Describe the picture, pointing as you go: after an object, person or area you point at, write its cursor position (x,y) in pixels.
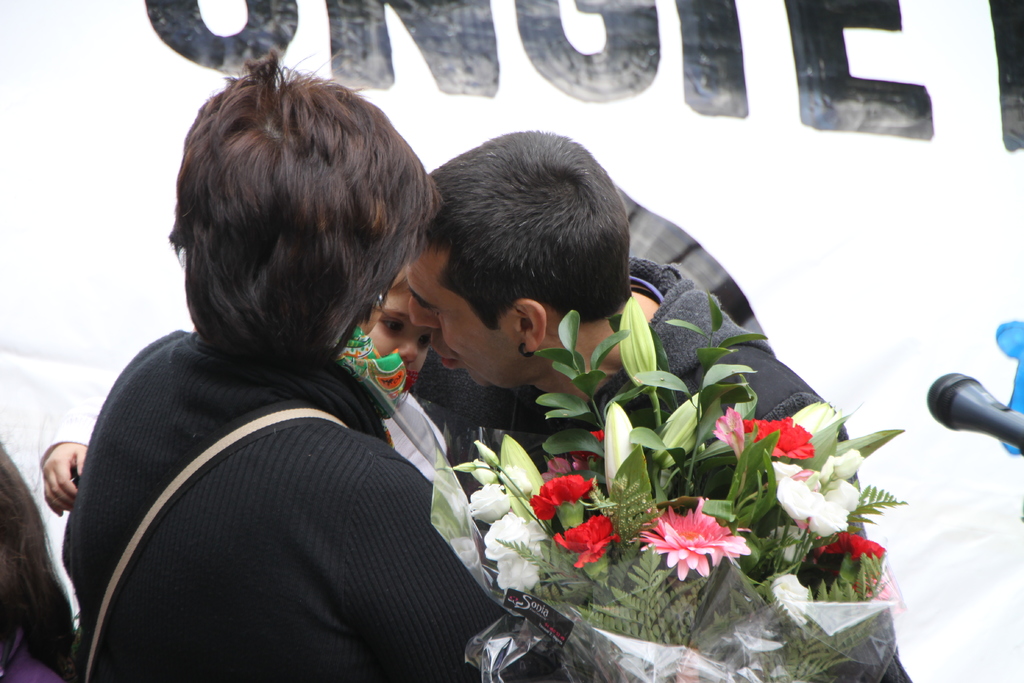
In the foreground of the picture (426,357) there are group of people (241,499), bouquet (596,512), flower (786,598) and mic (953,414). In the background (472,87) there is a banner (94,92).
